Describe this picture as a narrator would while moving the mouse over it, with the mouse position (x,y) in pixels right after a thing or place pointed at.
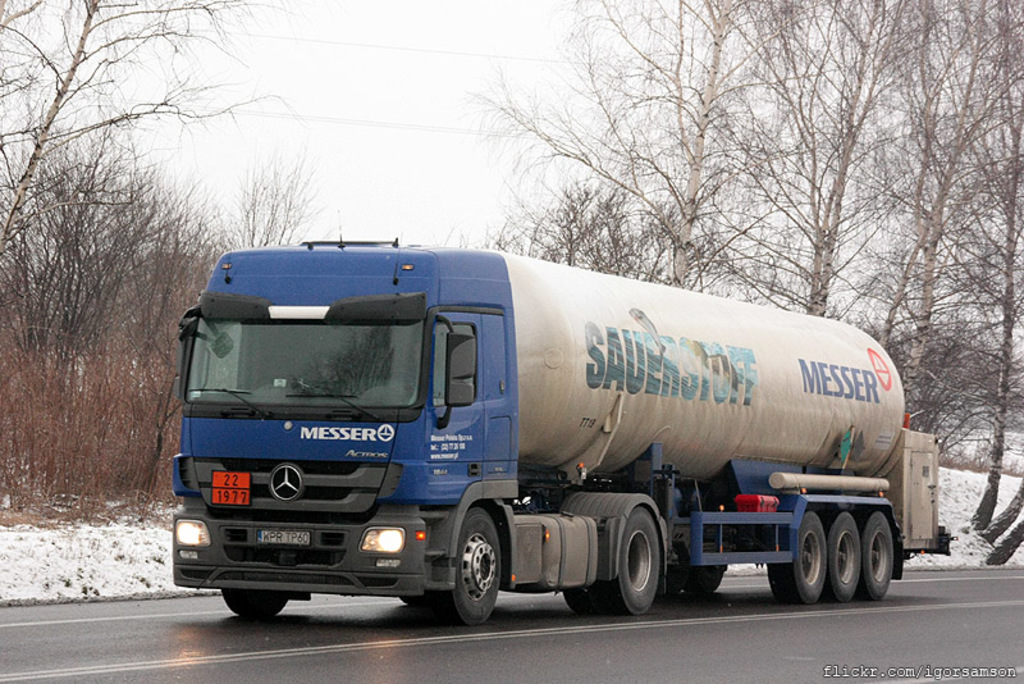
In this image we can see a truck (486,363) on the road (678,600). We can also see a group of trees (747,236), wires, some snow (105,568) on the ground (140,547) and the sky (433,168) which looks cloudy.
